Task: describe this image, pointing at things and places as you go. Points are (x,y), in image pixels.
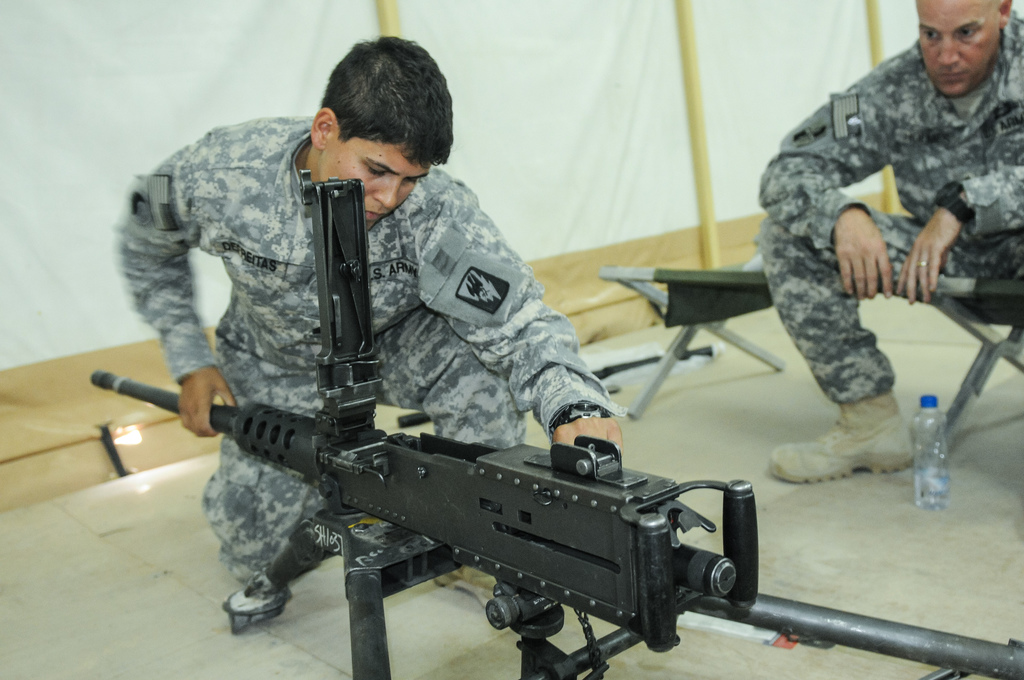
In this image I can see there are two persons (913,111), in front of person (449,386) there is a machine (456,531), bottle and a cot (663,372) visible, back side of persons (942,131) there is a white color tent wall (467,54) visible.
